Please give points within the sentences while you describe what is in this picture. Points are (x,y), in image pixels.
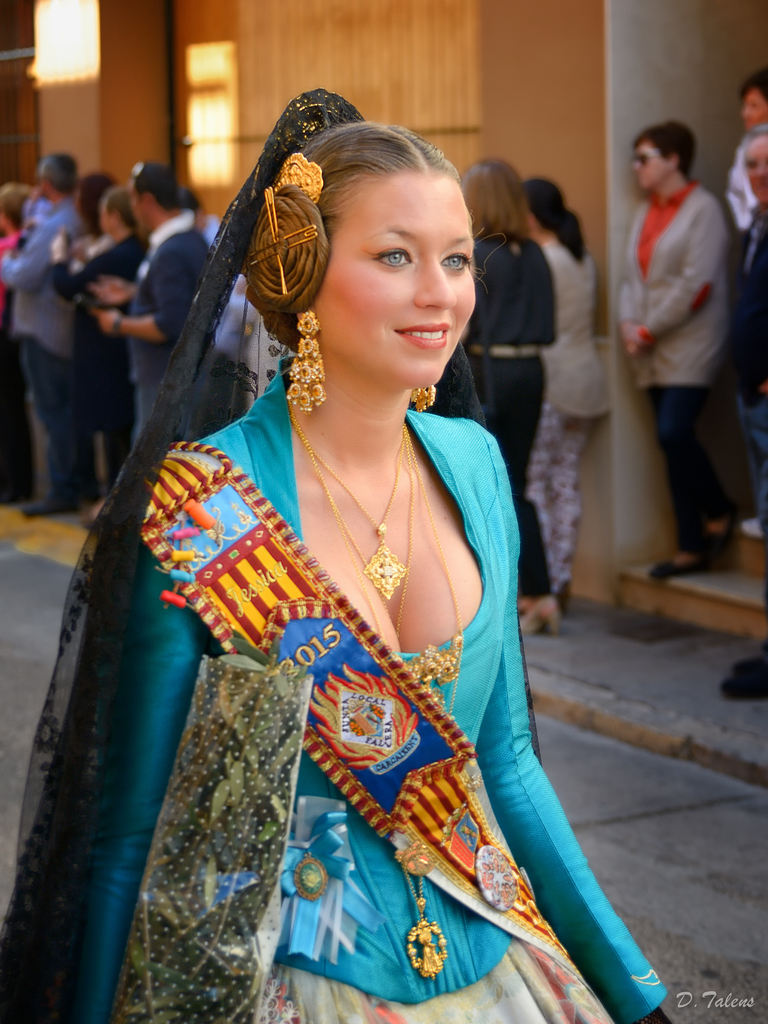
In this image we can see a woman (413,844) wearing blue colour dress (495,708) is standing on the road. The background of the image (486,41) is slightly blurred where we can see people (28,212) standing, wall (594,521) and stairs (681,577).
